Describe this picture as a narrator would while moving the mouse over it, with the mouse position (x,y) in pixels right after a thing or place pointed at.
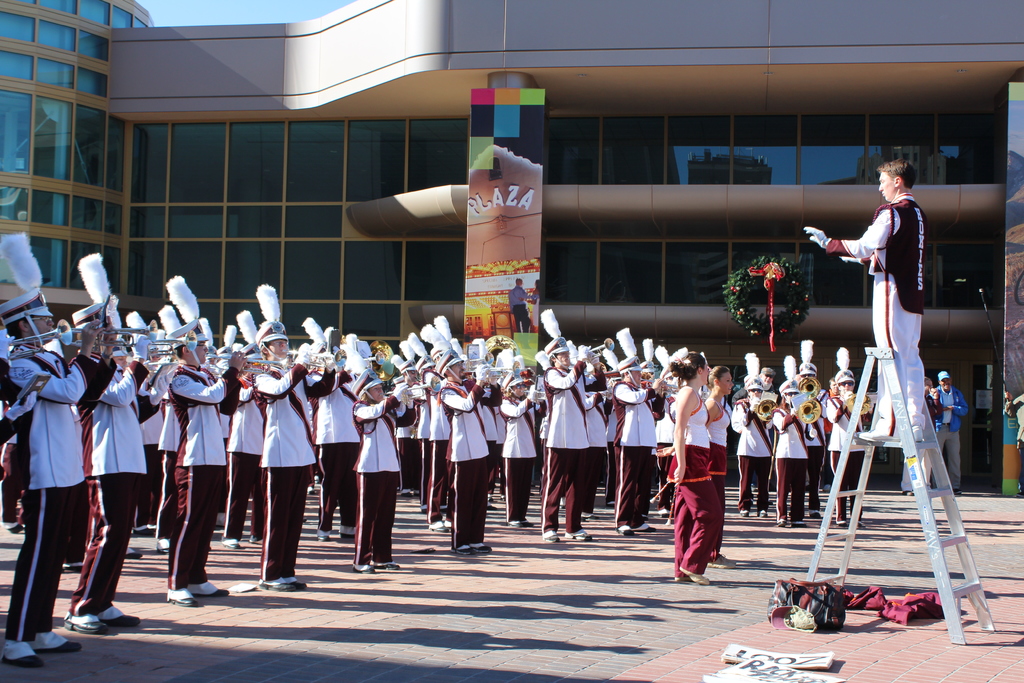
In the picture we can see many people (154,449) are standing on the path (994,540) with same uniform (40,493) and holding musical instruments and playing it and in front of them, we can see two women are standing and in front of them, we can see a man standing on a ladder (957,532) and in the background (493,237), we can see a building (633,23) with black colored glasses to it and a hoarding (508,312) with a name plaza on it and on the top of the building (576,240) we can see a part of the sky (203,12).
